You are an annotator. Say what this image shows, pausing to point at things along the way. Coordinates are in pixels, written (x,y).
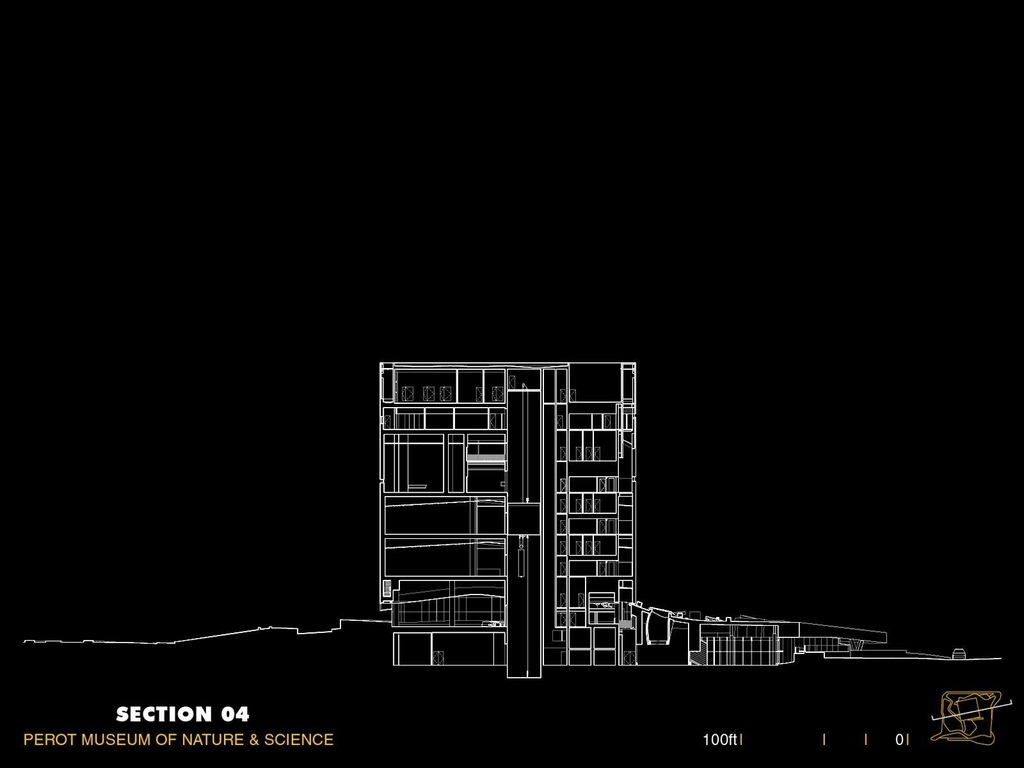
In this image we can see sketch of a building (548,615). Also there is text (297,742). And there are numbers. In the background (192,409) it is black.
